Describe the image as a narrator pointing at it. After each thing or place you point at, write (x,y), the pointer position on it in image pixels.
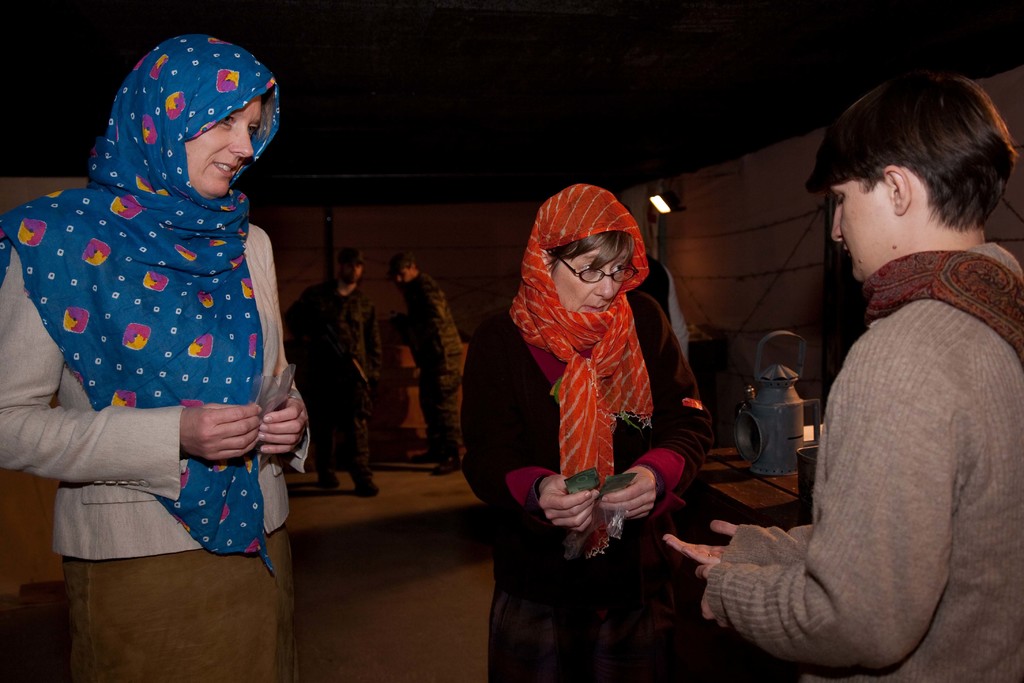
In this image we can see two women (487,356) are standing. They are holding some object (585,480) in their hands (292,406). On the right side of the image (902,411), we can see a person (962,406). In the background (707,317), we can see men (363,350), light (662,205), wires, wall (394,206) and one object (789,411) on the wooden surface (752,491). At the bottom of the image (432,628), we can see the land (380,614).
